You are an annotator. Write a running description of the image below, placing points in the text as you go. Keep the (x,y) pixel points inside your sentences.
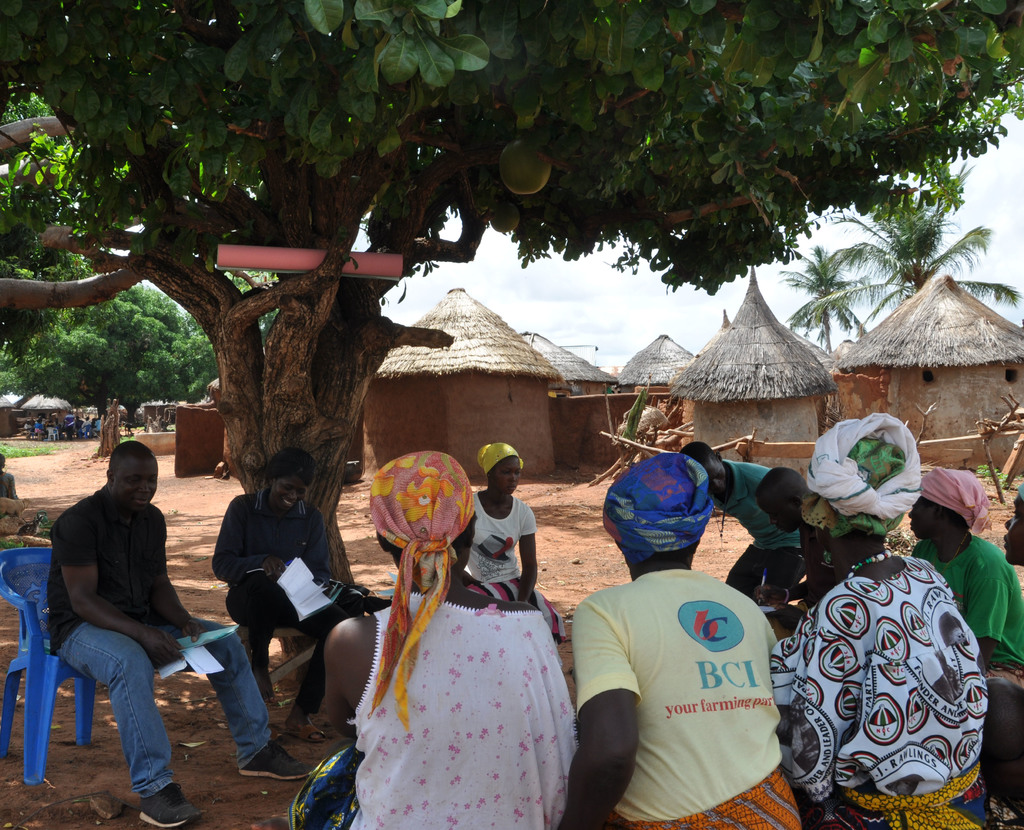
In the center of the image (497,478) we can see a group of people (291,535) are sitting and some of them are holding books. In the background of the image (413,443) we can see huts (473,344), trees (344,401), fencing (1013,408). In the middle of the image (597,291) there is a sky (539,322). At the bottom of the image (227,752) there is a ground (220,786).
